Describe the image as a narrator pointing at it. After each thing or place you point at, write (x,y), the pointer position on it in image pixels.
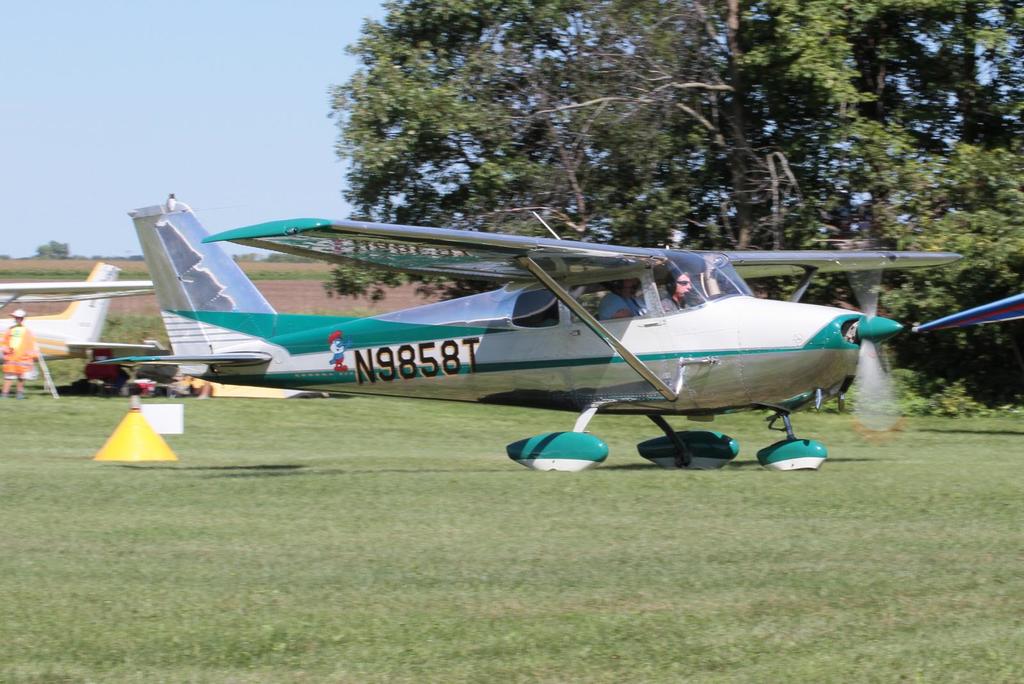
There is an aeroplane (583,435) on the ground (617,442) and there are two person (678,288) sitting in it. In the background (487,160) there are trees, an aeroplane (83,330), a person (17,366) standing on the ground (24,432), some other objects (169,431) and sky (192,104).
